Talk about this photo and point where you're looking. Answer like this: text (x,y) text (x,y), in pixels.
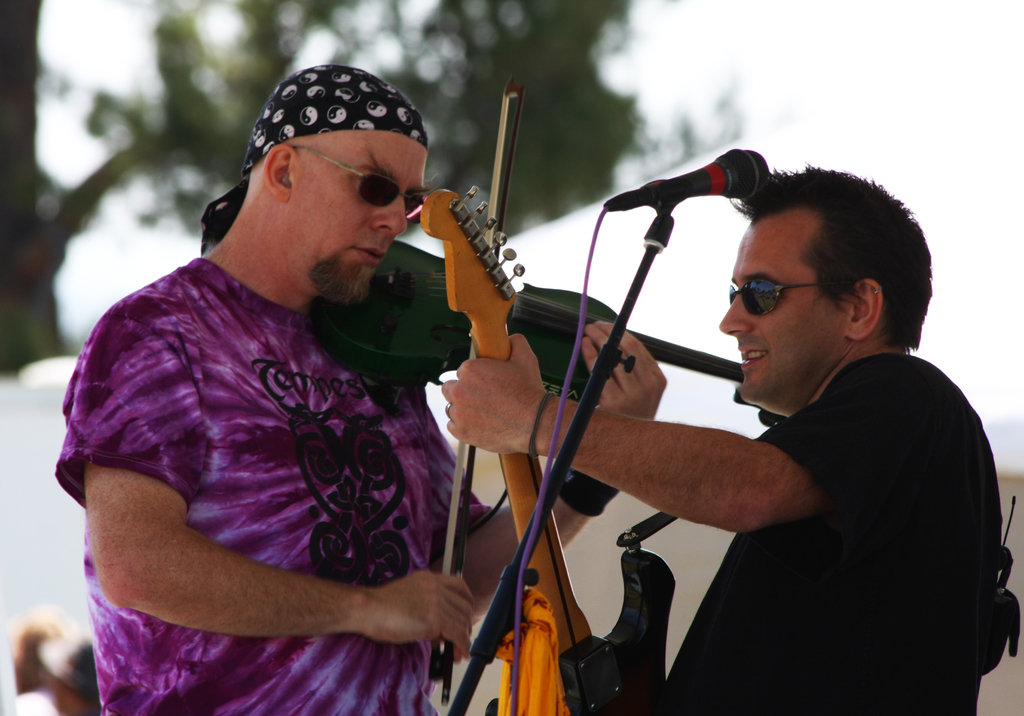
In this image there are two men (760,205) standing. The picture looks like it is clicked outside. To the right (743,464) the man (716,496) is wearing black color t-shirt (824,656), and holding a guitar (585,656). To the left (188,586) the man (179,574) is wearing purple color t-shirt (113,673) and holding a violin (393,378). In the middle (666,249) there is a mic (667,181) along with mic stand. In the background (820,89), there is a tree (603,55) and sky (840,88).
